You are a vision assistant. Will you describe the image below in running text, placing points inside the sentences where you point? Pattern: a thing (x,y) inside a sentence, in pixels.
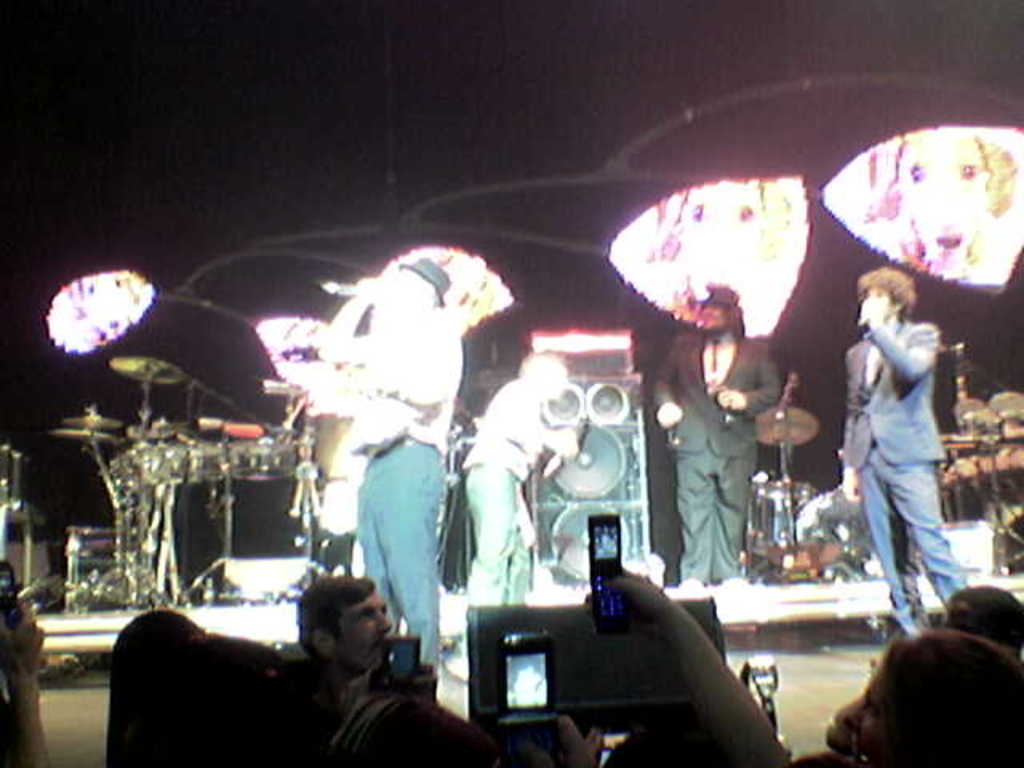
In the image it looks like a concert there are a group of people (534,431) performing on the stage (457,629), some of them are singing and behind them there are speakers (638,420) and many musical instruments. The crowd (431,695) standing in front of them are taking photographs and in the background (482,258) there are different color lights (901,177).
